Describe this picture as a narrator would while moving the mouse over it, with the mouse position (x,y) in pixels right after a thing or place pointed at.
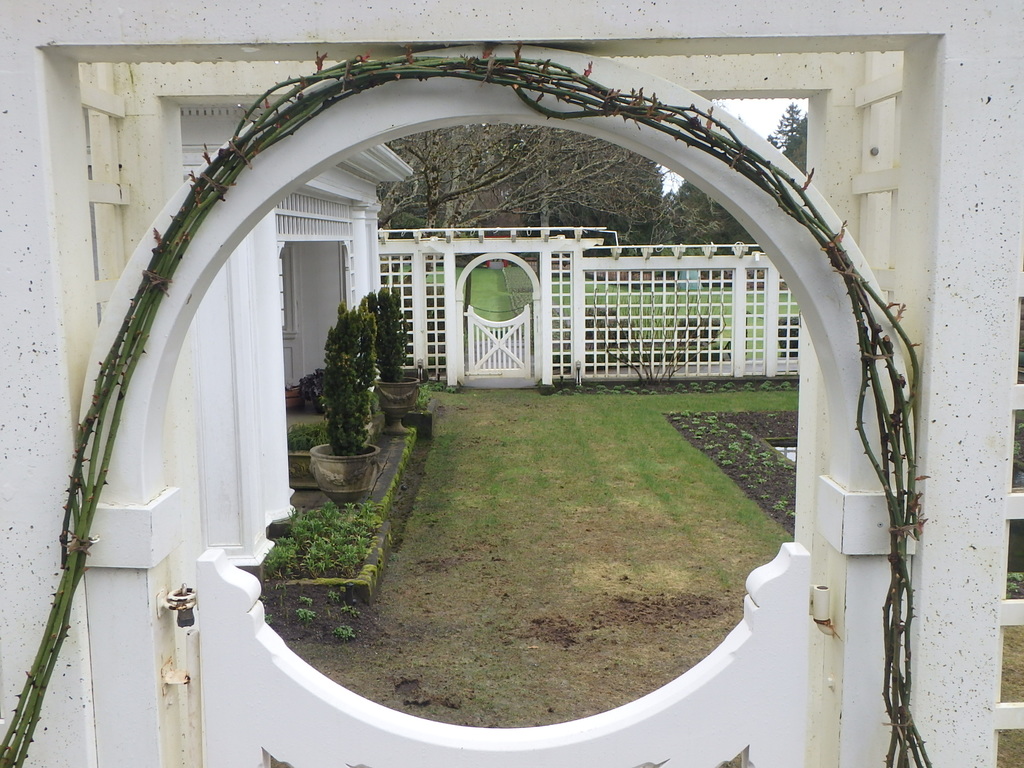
This image is taken outside. There is a gate (105,728) having few creepers (894,744) attached to it. Behind the gate (661,711) there is grassland (523,569) having few pots (343,495) with plants (348,409). Few plants (341,546) are on the land (553,391). Behind it there is a fence (742,355) having a gate (518,343). Top of image (502,183) there are few trees (559,160) and sky (750,120).
